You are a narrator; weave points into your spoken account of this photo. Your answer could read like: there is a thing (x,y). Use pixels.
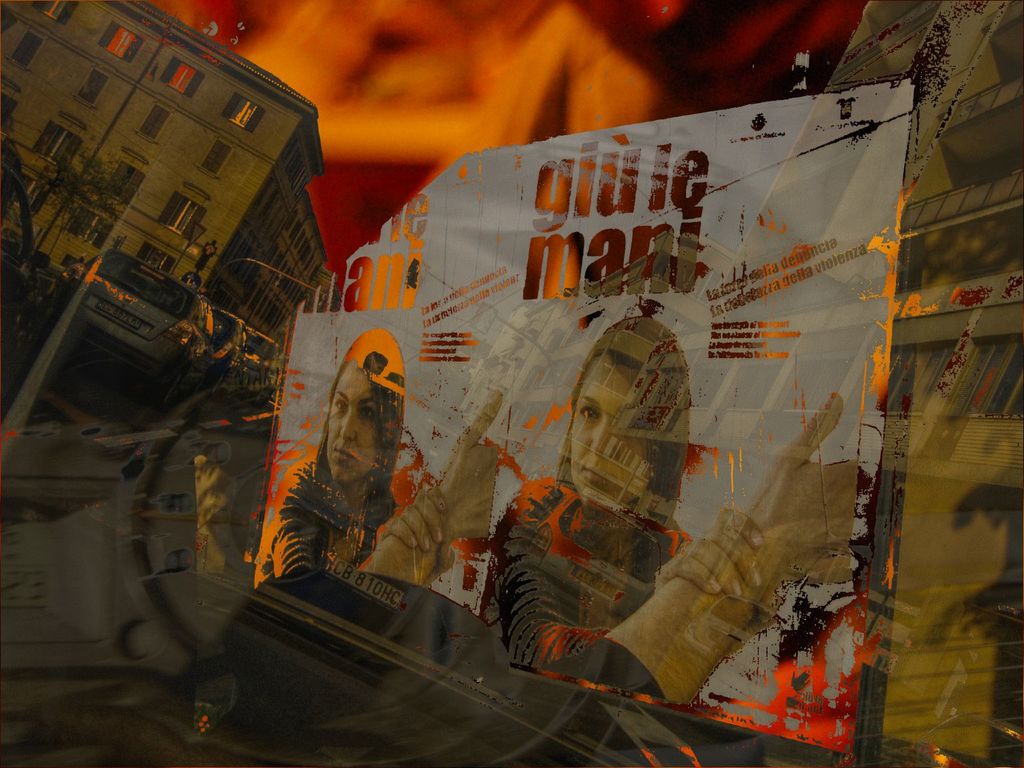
In this image we can see a poster (784,484) with persons images (587,460), and text (368,297) on it, there are buildings (254,241), windows (278,221), vehicles (158,333), and the background (584,53) is red in color.
